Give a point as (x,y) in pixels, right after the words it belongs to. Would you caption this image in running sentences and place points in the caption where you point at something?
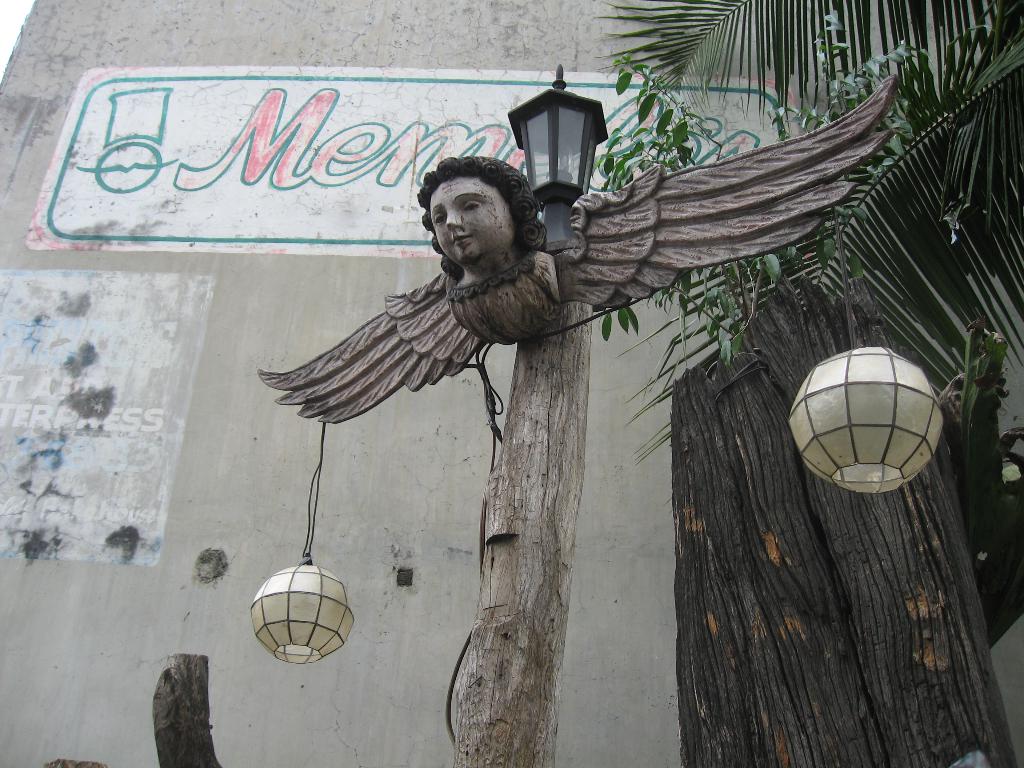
This picture is clicked outside. In the center (546,278) we can see the lamp (583,191) and the sculptures (480,274) of some objects (490,241) are attached to the wooden pole (514,468) and we can see there are some objects (880,405) hanging on the wooden pole (553,343). In the background (176,477) we can see the wall (167,353) and we can see the text (247,154) on the wall (208,450). On the right corner (927,67) we can see the branches (830,105) of the tree (889,278) and some other objects (914,593).
